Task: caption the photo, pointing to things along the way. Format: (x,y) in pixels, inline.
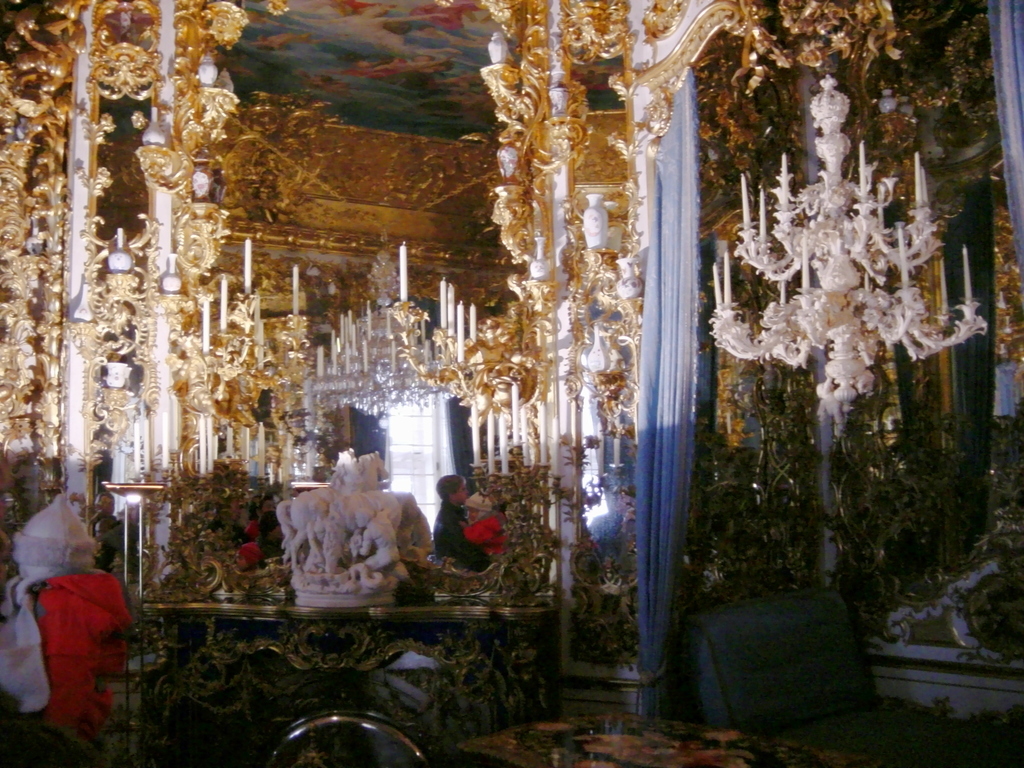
In the center of the image (459,489) we can see people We can also see some statues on a table (491,615), some chairs (714,712), a curtain (680,469), windows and a group of chandeliers (480,468) to a roof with some candles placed on them.
